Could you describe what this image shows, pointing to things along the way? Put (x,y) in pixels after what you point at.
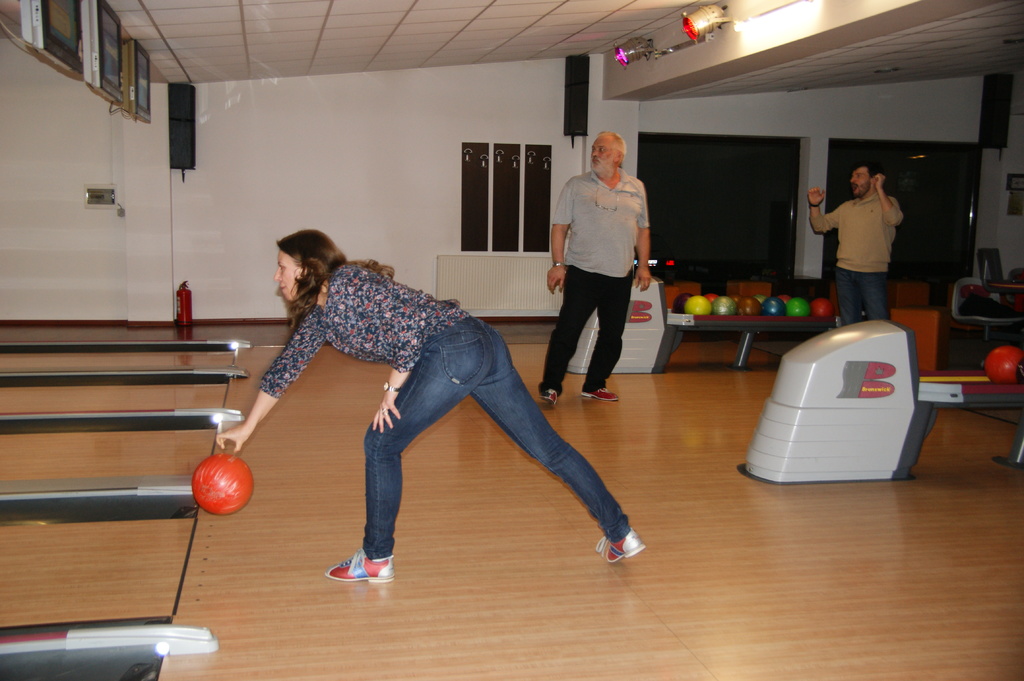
In this image we can a woman (414,431) is standing on the floor (570,551), here is the ball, at back here a man (611,192) is standing, here is the light (799,12), here is the wall (375,146), here is the roof (637,2).
